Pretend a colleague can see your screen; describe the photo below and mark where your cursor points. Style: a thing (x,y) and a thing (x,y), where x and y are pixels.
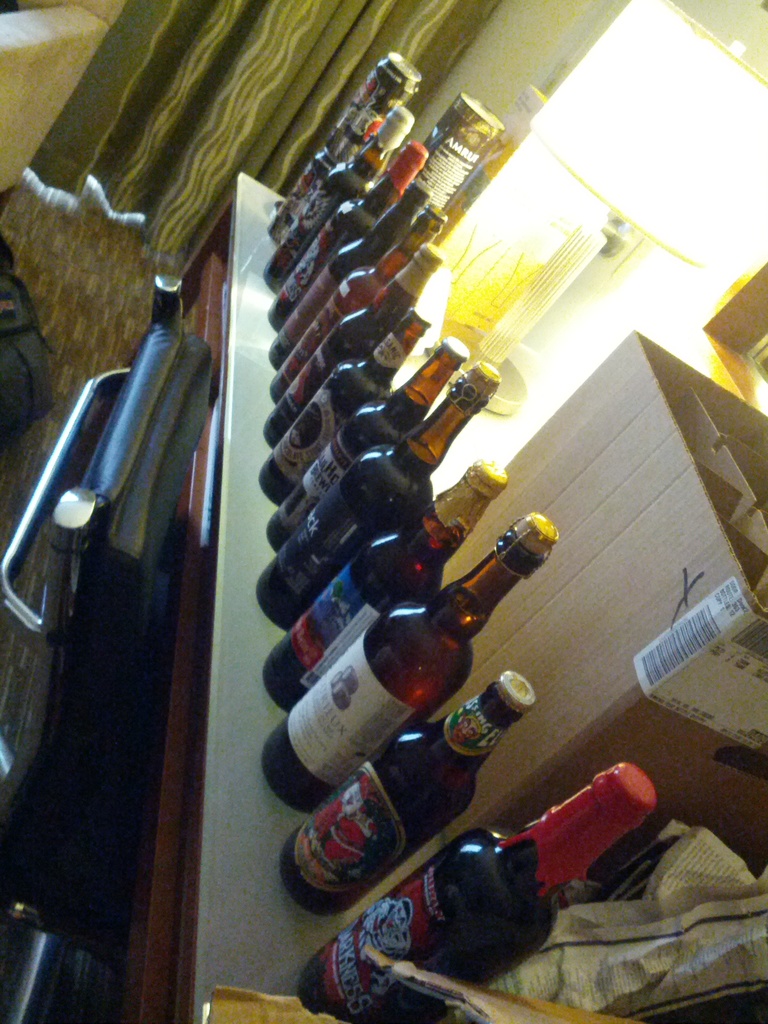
In this image we can see many bottles (468,593), cardboard box (575,657) and table lamp (714,142) on the table (544,364). In the background (15,396) we can see curtains (200,131) and bag (26,364).
